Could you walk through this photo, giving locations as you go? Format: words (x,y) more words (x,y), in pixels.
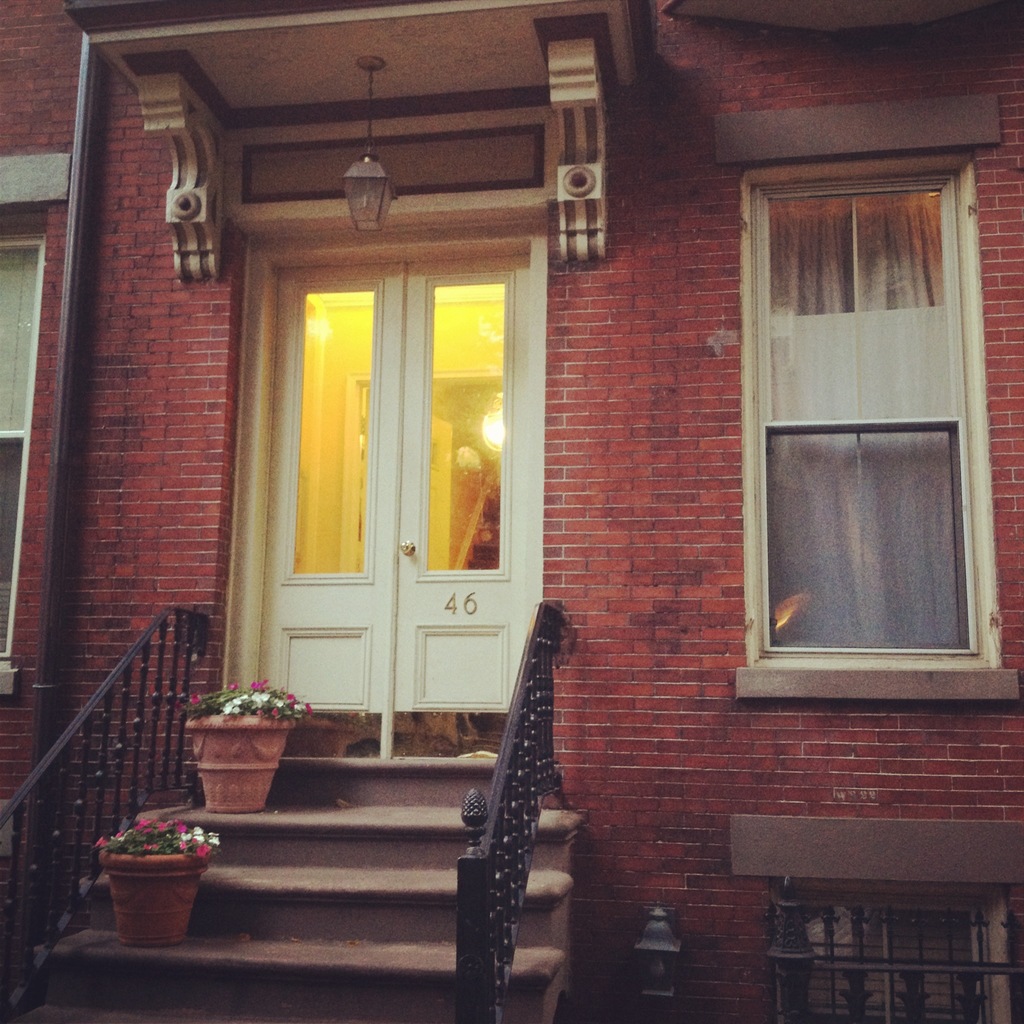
As we can see in the image there is a wall (720,690), window (780,535), stairs (373,954), pot (263,750), flowers (280,697) and a door (386,468).
